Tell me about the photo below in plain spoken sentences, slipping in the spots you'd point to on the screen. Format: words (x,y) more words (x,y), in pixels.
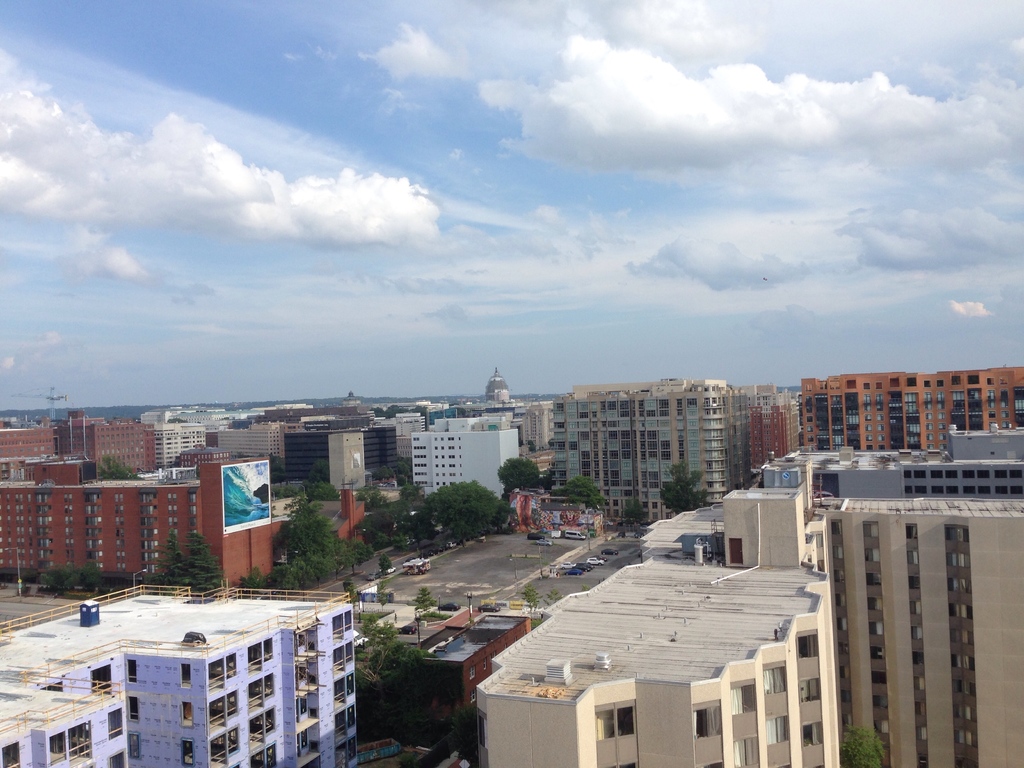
In this picture we can see a few buildings (747,391) from left to right. We can see a poster (262,469) on a brown building (192,504). There are a few vehicles (451,605), poles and trees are visible on the path (509,560). Sky (641,136) is blue in color and cloudy.
